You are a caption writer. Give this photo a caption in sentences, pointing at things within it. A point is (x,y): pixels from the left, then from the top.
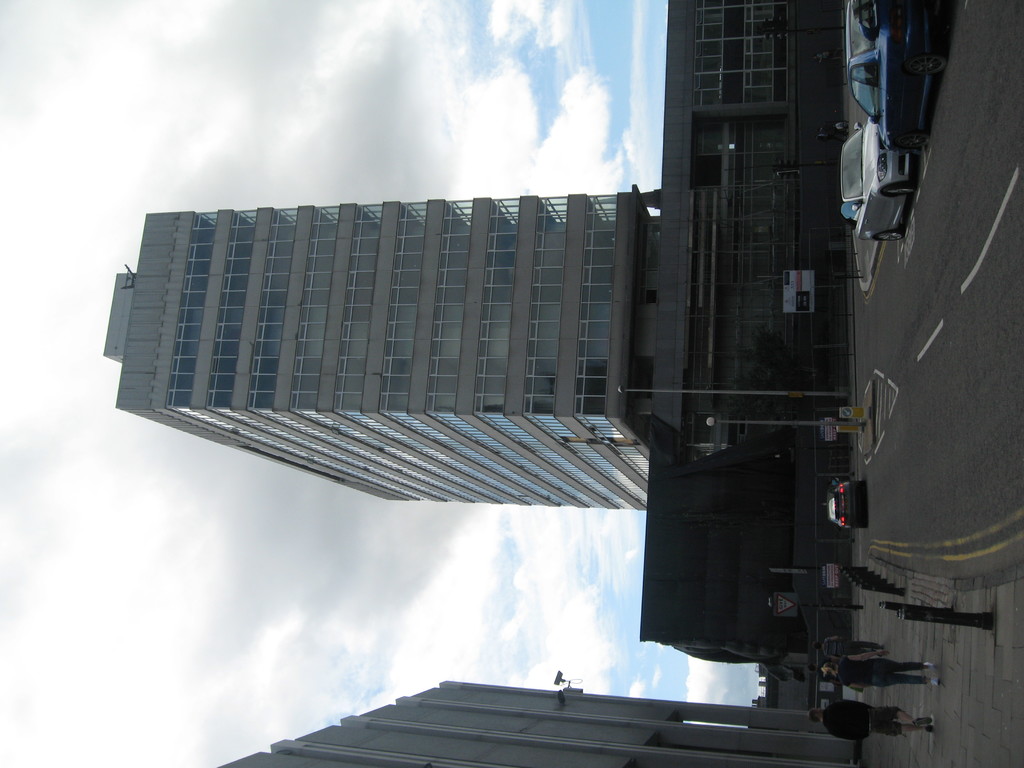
This image is in left direction. On the right side (944,314) there are few cars (860,184) on the road (986,410). At the bottom (879,690) few people (898,666) are walking on the footpath (926,676) and there is a railing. In the middle of the image (529,268) there are few buildings (709,452). On the left side (78,548), I can see the sky (490,606) and clouds (209,601).
